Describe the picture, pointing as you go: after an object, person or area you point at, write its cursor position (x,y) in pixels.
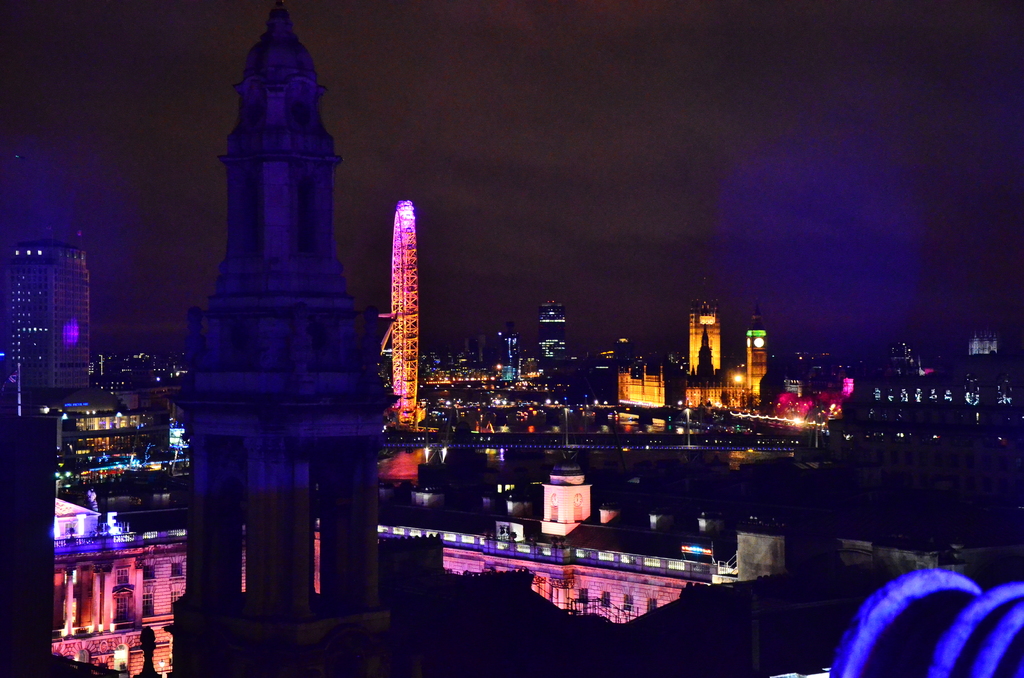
This image consists of many buildings (430,536) and skyscrapers (40,295). In the middle (396,251), there is a giant wheel (394,290). At the top (597,106), there is a sky (335,80).
